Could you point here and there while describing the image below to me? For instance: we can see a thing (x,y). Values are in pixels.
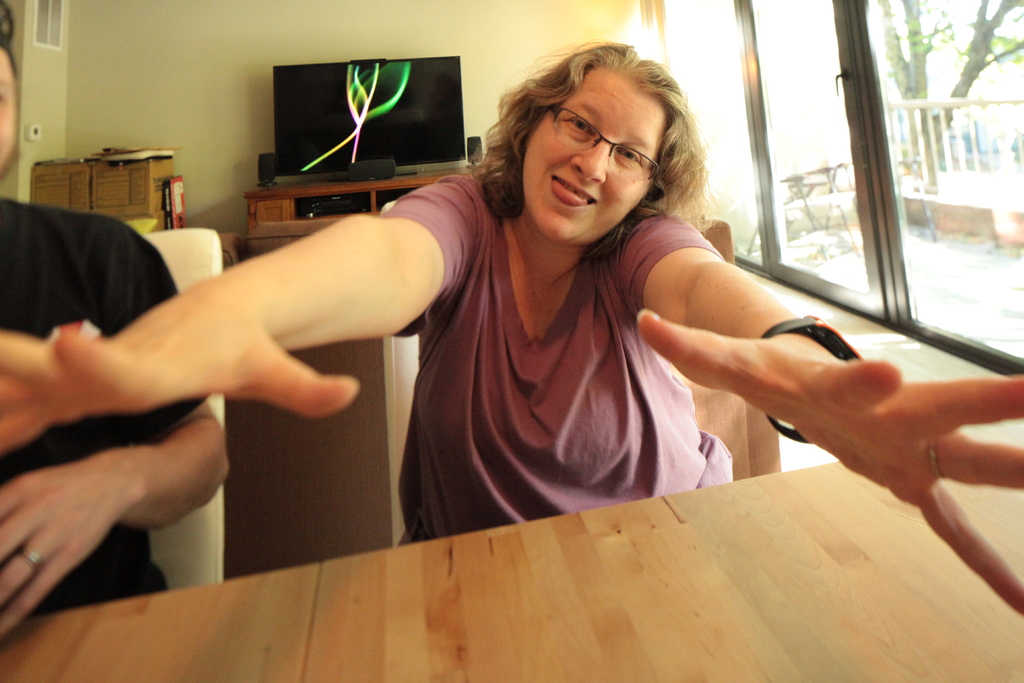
This image consists of two persons (433,463). In the front (434,462), the woman (503,362) is wearing a purple T-shirt (512,407). At the bottom (516,596), there is a table (464,620) made up of wood (620,659). On the right (875,53), there are windows (985,118). In the background (346,71), there is a TV (319,166) along with speakers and a wall (105,23).
